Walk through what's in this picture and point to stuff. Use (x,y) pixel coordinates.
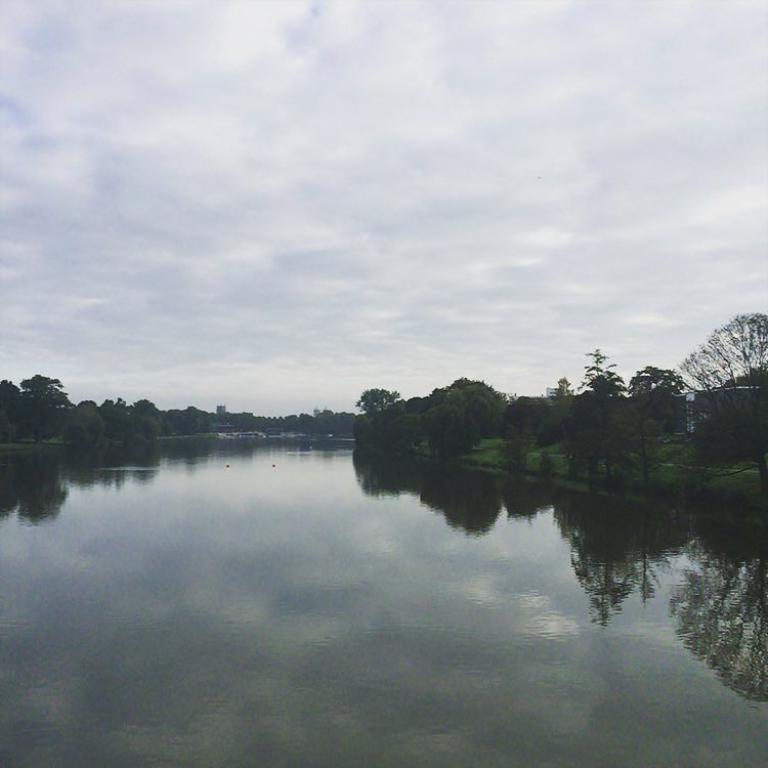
This image is taken outdoors. At the top of the image (166,212) there is the sky (165,133) with clouds (424,102). At the bottom of the image (233,578) there is a pond (239,498) with water (317,587). In the background (133,409) there are many trees (444,426) and plants (654,434) on the ground (721,472).
